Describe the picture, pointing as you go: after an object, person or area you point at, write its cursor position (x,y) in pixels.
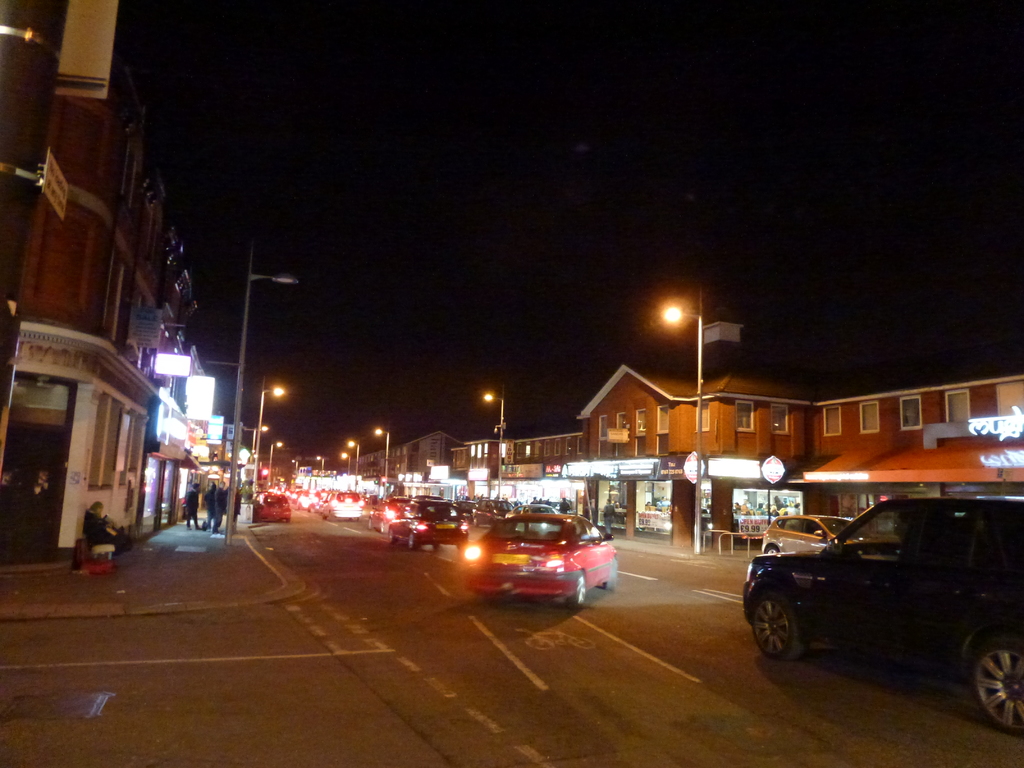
This image is taken outdoors. At the bottom of the image (298,659) there is a road (399,614) and a sidewalk (238,592). At the top of the image (602,172) there is a sky (743,93). In the middle of the image (517,506) a few cars (975,551) are moving on the road (297,520) and a few (1019,609) are parked on the road (304,516). On the left (112,303) and right sides of the image there are a few buildings (551,440), a few poles (241,417) with street lights (700,359) and there are many boards (168,432) with text (1006,431) on them. A few people (209,510) are walking on the sidewalk (206,551).
